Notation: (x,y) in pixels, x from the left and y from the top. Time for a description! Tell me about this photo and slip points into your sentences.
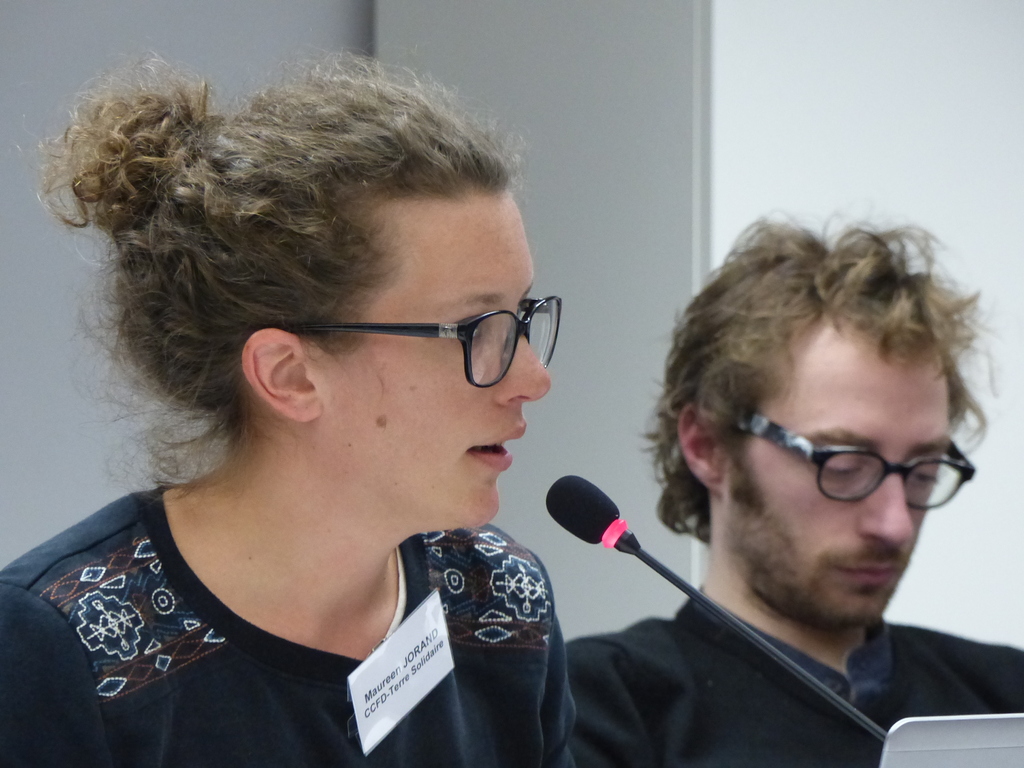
In this picture there is a woman (153,585) talking and at the back (864,408) there is a man (938,637). In the foreground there is a microphone (874,724). At the back (62,477) there is a wall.
